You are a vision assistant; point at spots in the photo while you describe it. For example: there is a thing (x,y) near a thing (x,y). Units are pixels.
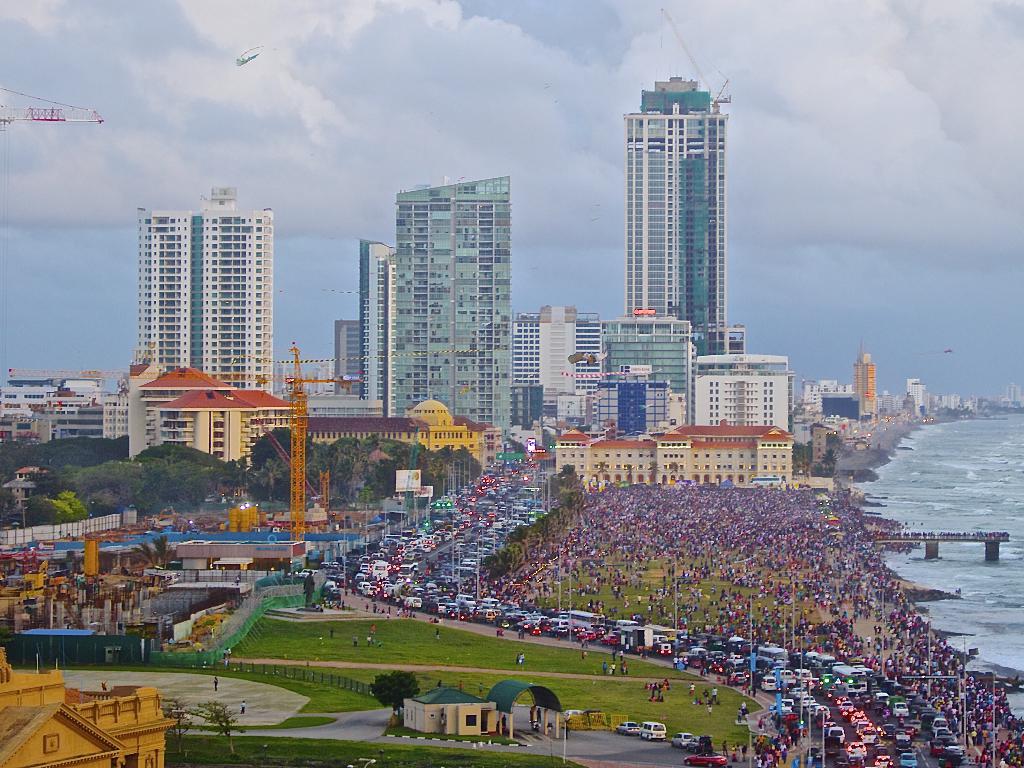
In this image we can see sky scrapers (391,247), buildings (573,444), construction cranes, persons (748,549) standing on the ground (715,588), walkway bridge (887,537), sea (967,527), air crafts (239,61) in the air (176,108), sheds (111,547), motor vehicles (515,482) on the road (869,766) and sky (367,211) with clouds (635,59).
